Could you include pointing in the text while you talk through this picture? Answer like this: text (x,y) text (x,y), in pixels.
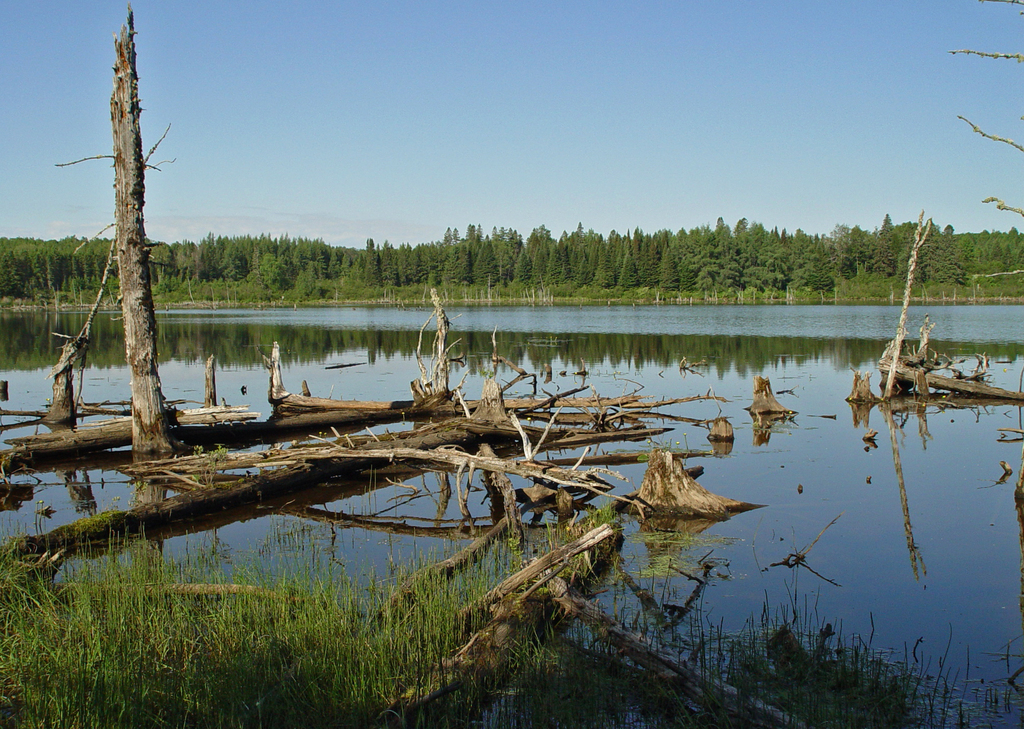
There are some wooden logs (329,460) are present on the surface (348,380) of a water (437,479). There are some trees (341,268) in the background (341,268), and there is a sky (423,124) at the top of this image (508,144).
